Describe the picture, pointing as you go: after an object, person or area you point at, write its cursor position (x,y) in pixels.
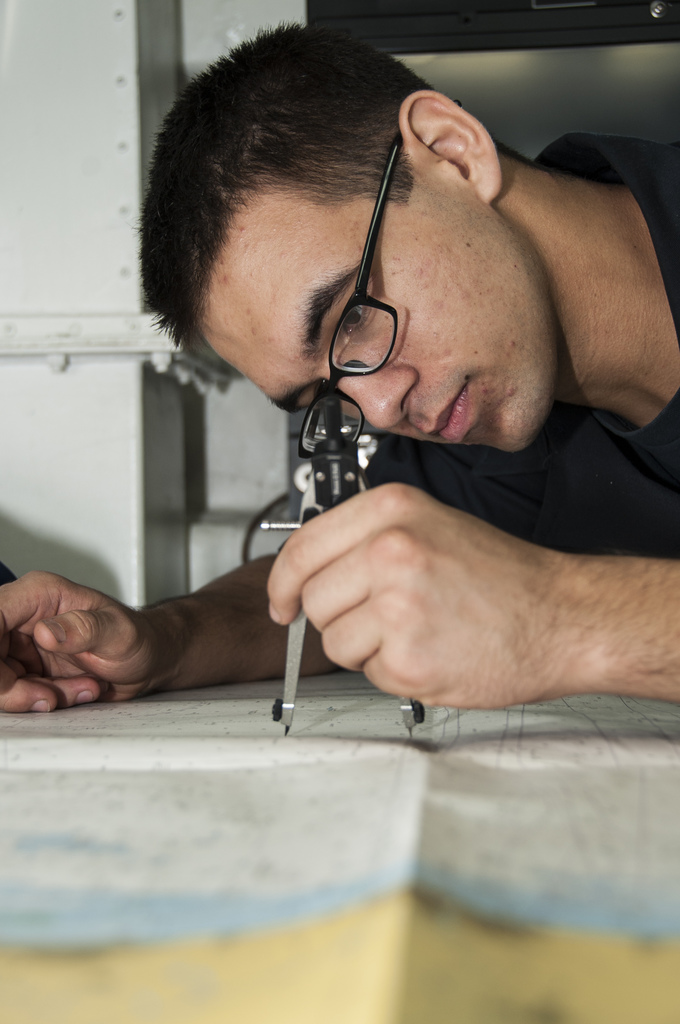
Here we can see a man (644,660) holding a compass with his hand (476,583) and he has spectacles (337,365). This is a paper (454,891). In the background (95,509) we can see a pillar (95,424).
